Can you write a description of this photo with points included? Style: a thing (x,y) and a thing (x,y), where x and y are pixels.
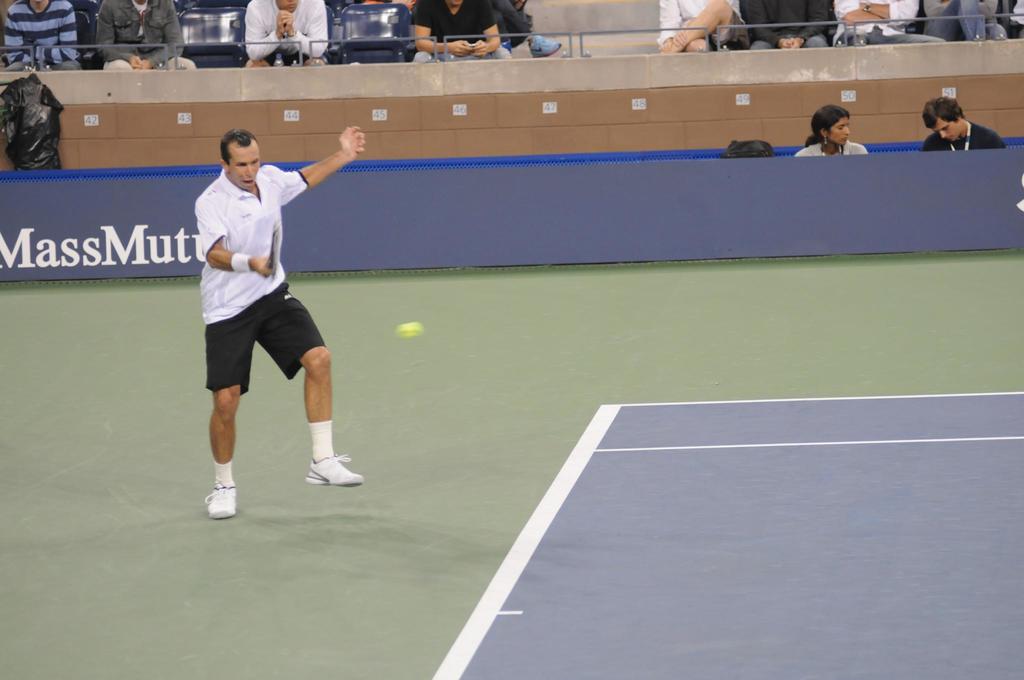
The picture is taken on the court (410,459) where one man (336,469) is standing and playing tennis and behind him there are people (448,3) sitting on the chairs (204,58) and watching the game.
